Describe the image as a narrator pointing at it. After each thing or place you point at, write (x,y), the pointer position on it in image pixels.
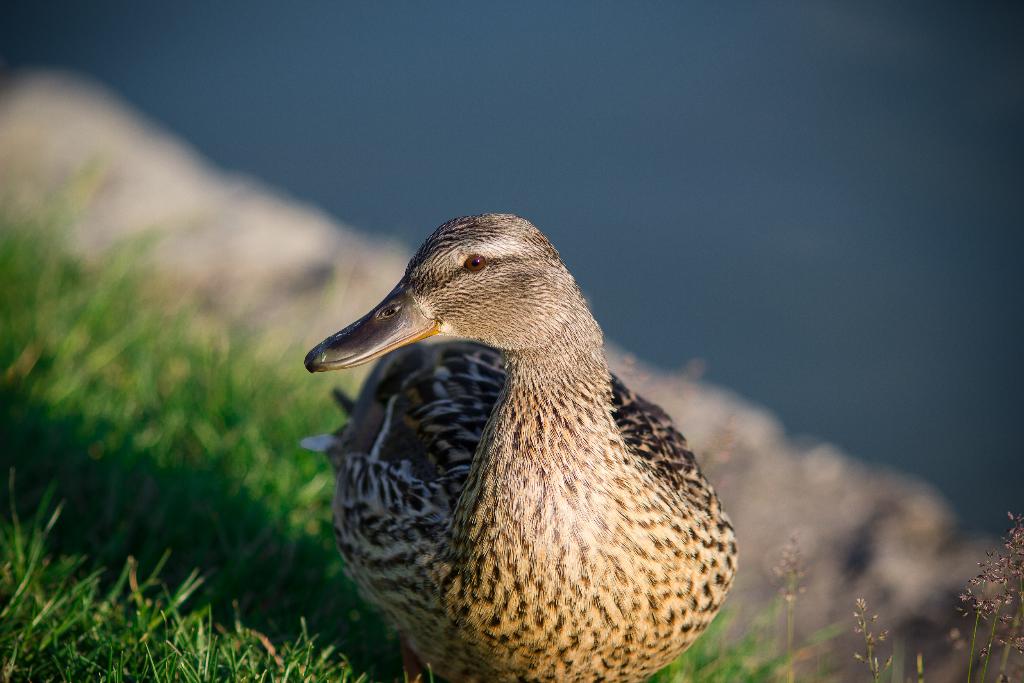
In this picture we can see a bird (579,415), here we can see the grass (184,399) and in the background (214,268) we can see it is blurry.
